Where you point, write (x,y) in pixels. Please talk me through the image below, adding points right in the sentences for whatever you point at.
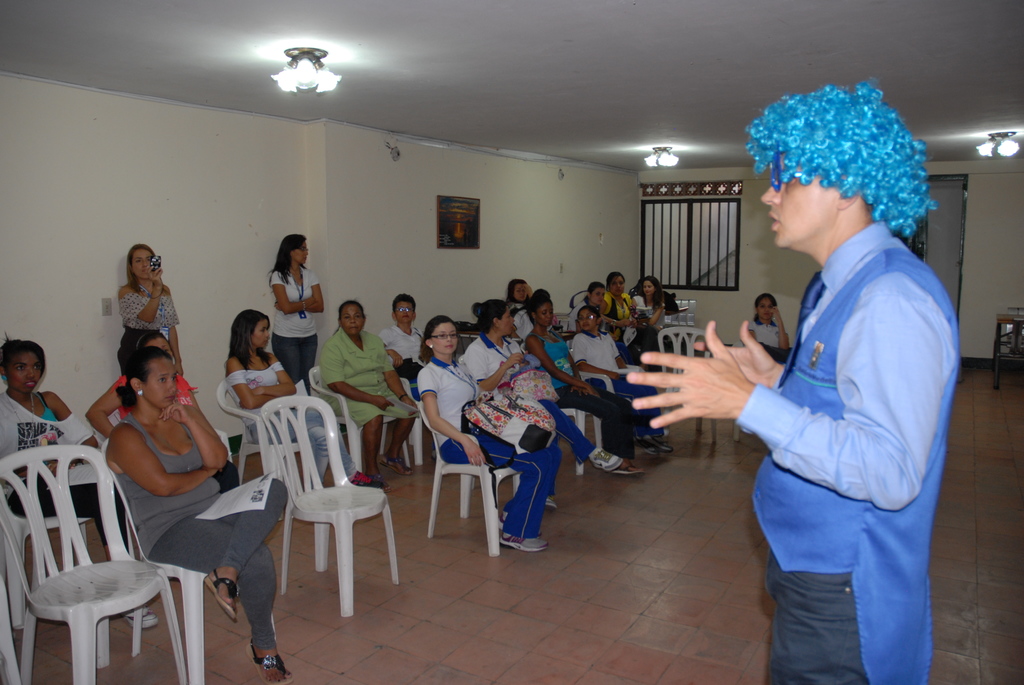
On the right side of the image (812,505) there is a man (816,354) standing and talking. On the left side (212,592) there are people (530,345) who are sitting on a chair (122,511). On the top (295,91) there is a light (318,48) which is attached to the roof (207,45). In the background (708,278) there is a window (667,227). There is a wall painting (467,236) attached to a wall (485,219). There are chairs (186,572).
